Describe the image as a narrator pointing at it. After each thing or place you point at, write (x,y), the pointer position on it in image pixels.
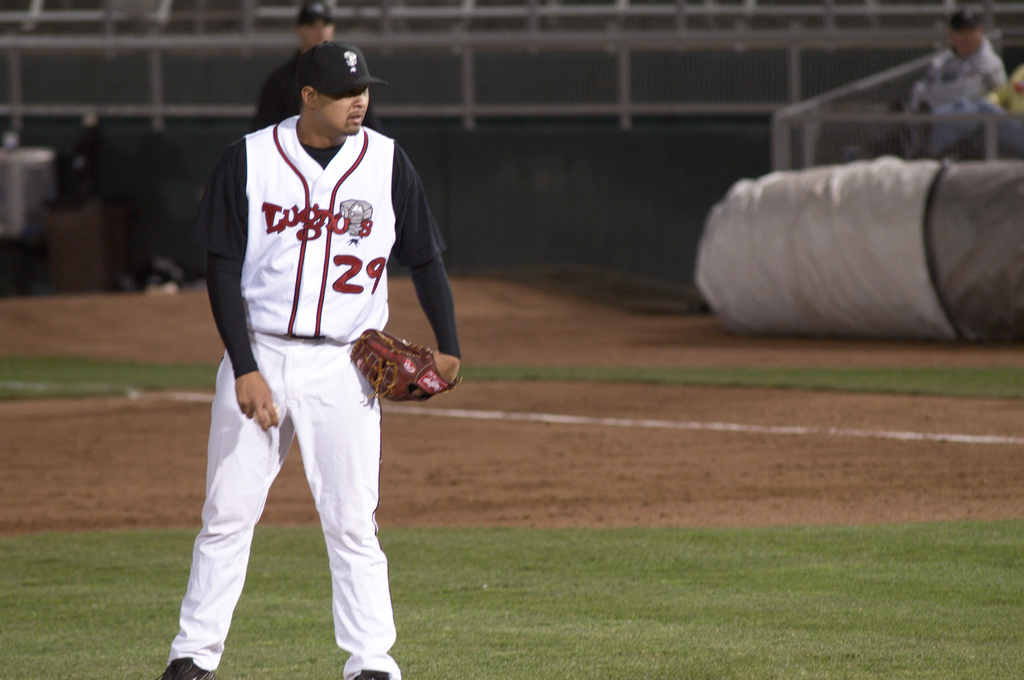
In this image there is one player (306,454) in ground (116,561), in the background (936,79) there are pole (799,74) and there are two persons (1006,87) sitting on chairs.
